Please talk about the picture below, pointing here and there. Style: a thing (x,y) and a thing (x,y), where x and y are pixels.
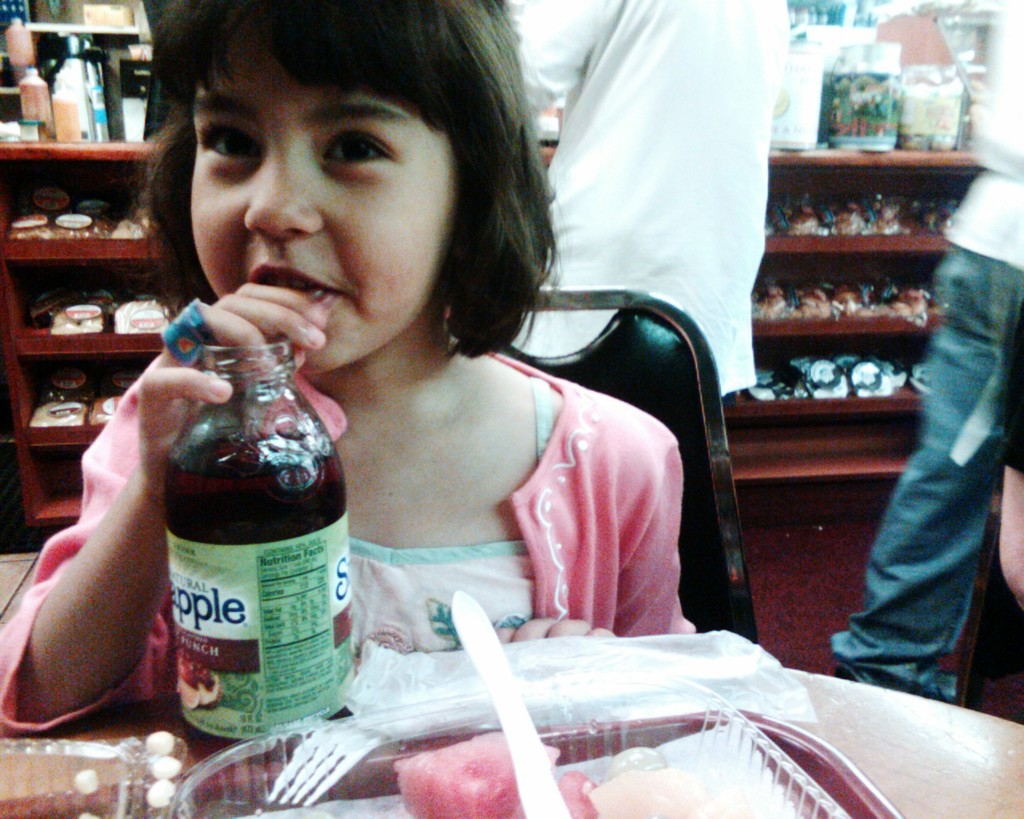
In the foreground (292,18), a girl (493,140) is sitting on the chair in front of the table (846,680) on which tray (729,764), spoon (538,752), fruits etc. kept. And she is holding a bottle of fruit punch (275,454). Behind that two person (675,1) are there, who are half visible. In the background (872,306) middle, shelf (75,488) is there in which cups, food packets (796,221), bottles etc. kept. This image is taken inside a shop (989,455).
